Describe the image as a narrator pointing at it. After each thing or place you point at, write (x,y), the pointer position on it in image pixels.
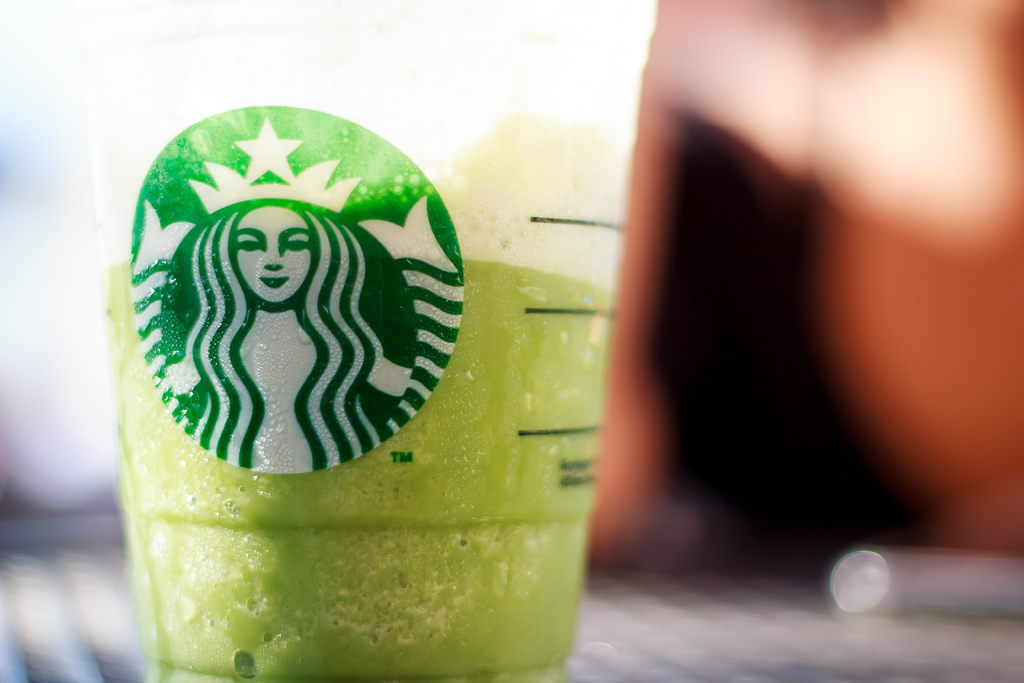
In this picture we can see a green liquid (495,402) in a glass (307,490). There is the sketch (236,386) of a woman (423,327), which is on this glass (291,418). Background (788,542) is blurry.
